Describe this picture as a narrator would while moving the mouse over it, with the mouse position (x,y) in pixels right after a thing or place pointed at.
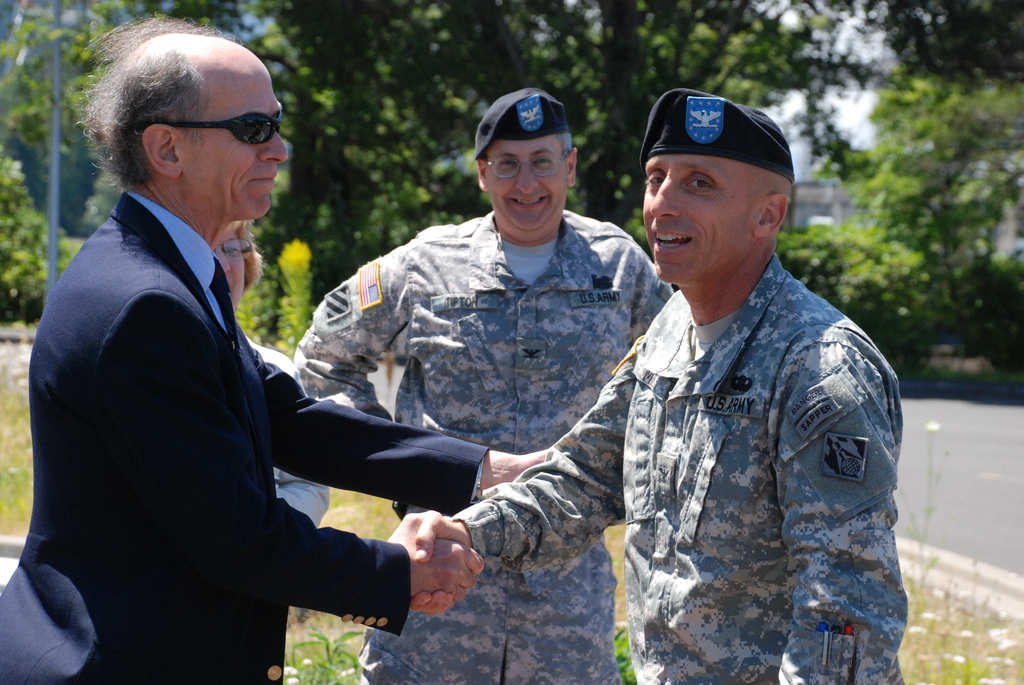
In this image we can see four people (357,433) standing on the ground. Two persons (683,609) are wearing military uniforms (801,447) and caps (709,154). One person (548,164) is wearing spectacles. One person (202,480) wearing a coat (170,315) and goggles (235,136). In the background (938,187), we can see a group of trees (318,135) and pole (52,203).
